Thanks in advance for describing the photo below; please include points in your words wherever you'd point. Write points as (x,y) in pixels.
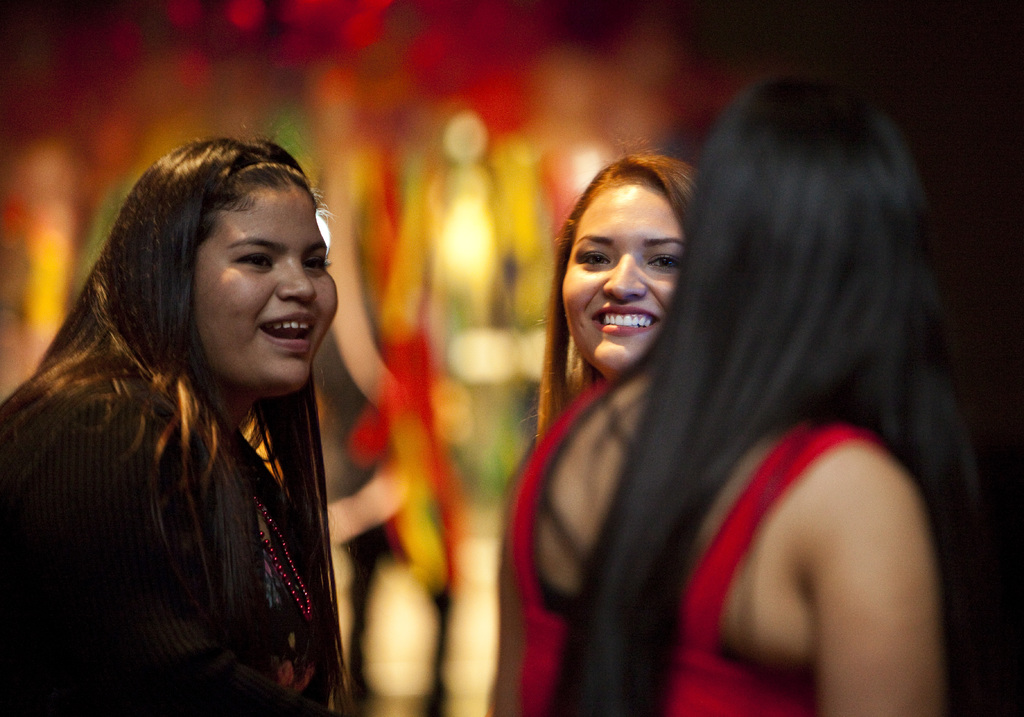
In this image I can see a woman (140,533) wearing black colored dress (123,496) and another woman (706,571) wearing red colored dress (694,558). In the background (632,161) I can see another woman (623,205) and few blurry objects (418,208).
